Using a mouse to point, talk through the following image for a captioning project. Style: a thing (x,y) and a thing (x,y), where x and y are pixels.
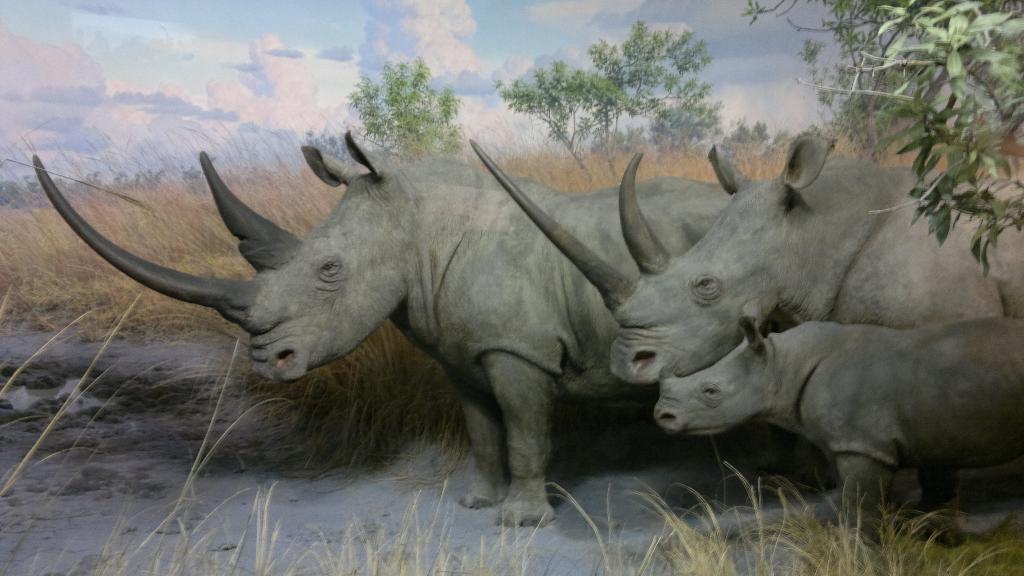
On the right side (846,355), there are three gray color animals (784,217) on the dry land (419,480). At the bottom of this image (749,521), there is grass (812,571). On the top right (1012,32), there are branches (999,113) of a tree (936,132) having leaves (967,142). In the background (1010,152), there are trees (409,87) and grass (588,159) on the ground (687,161) and there are clouds (283,45) in the blue sky (98,41).
